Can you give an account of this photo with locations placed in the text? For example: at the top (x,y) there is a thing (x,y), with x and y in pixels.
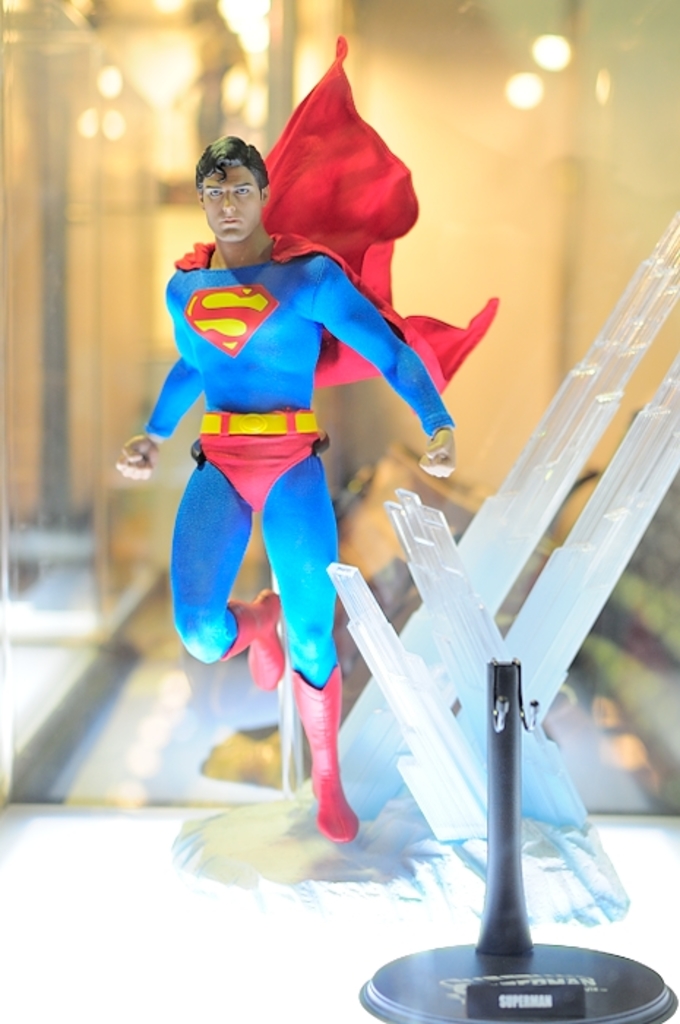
In this picture we can see a superman toy (314,338) in the front (580,899), at the right bottom (574,966) it looks like a stand (489,803), in the background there are some lights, we can see a blurry background (503,142).
